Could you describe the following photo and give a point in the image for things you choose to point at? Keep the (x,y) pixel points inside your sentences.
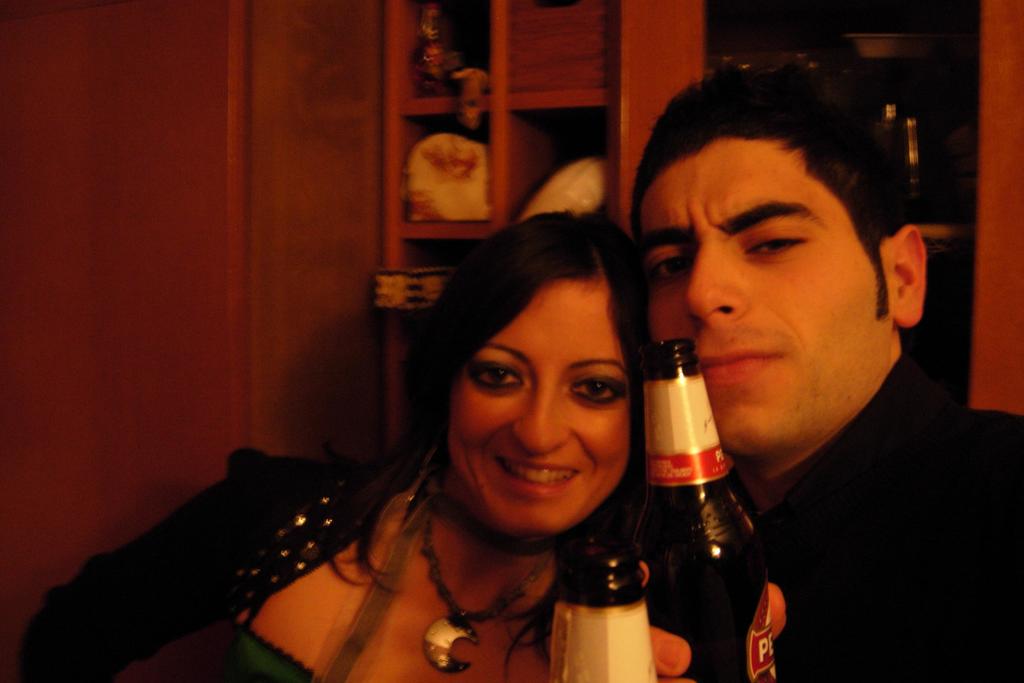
These two persons (864,471) are highlighted in this picture and this two persons (827,656) are holding bottle (625,626) and wore black dress (209,578). Backside of this person's (504,638) there is a rack (598,54) filled with things (436,207).
